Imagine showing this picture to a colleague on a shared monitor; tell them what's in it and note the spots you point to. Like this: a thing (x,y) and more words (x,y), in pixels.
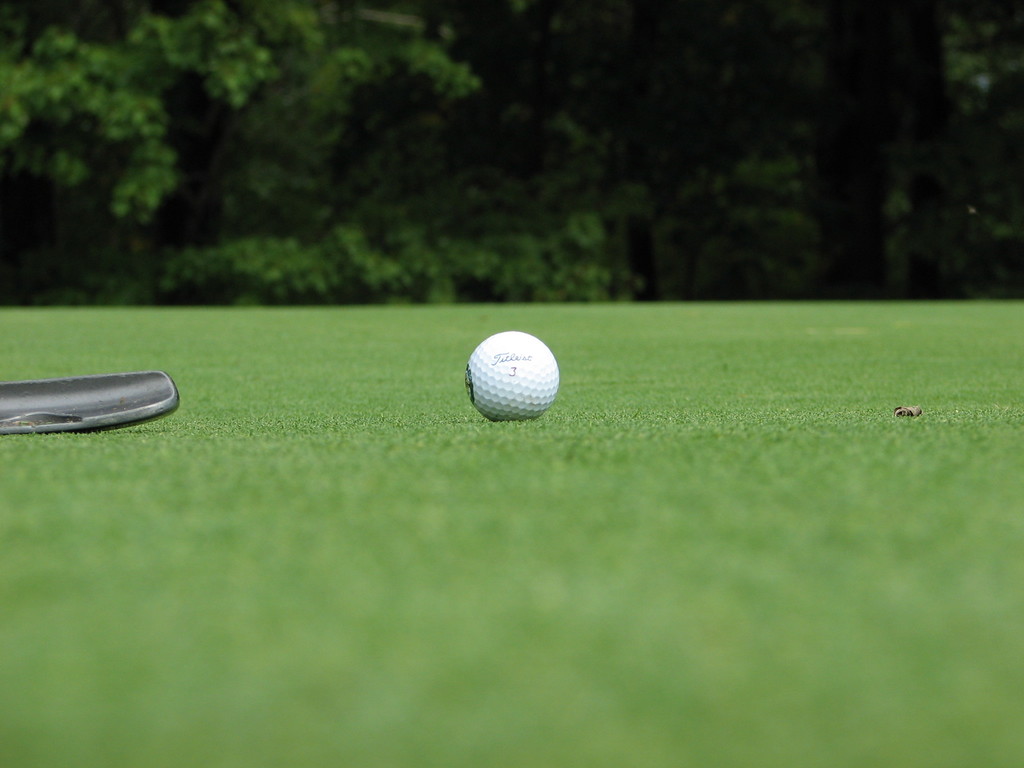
This is the picture of a ball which is on the grass floor (433,415) and behind there are some trees (306,178) and plants (257,253).
